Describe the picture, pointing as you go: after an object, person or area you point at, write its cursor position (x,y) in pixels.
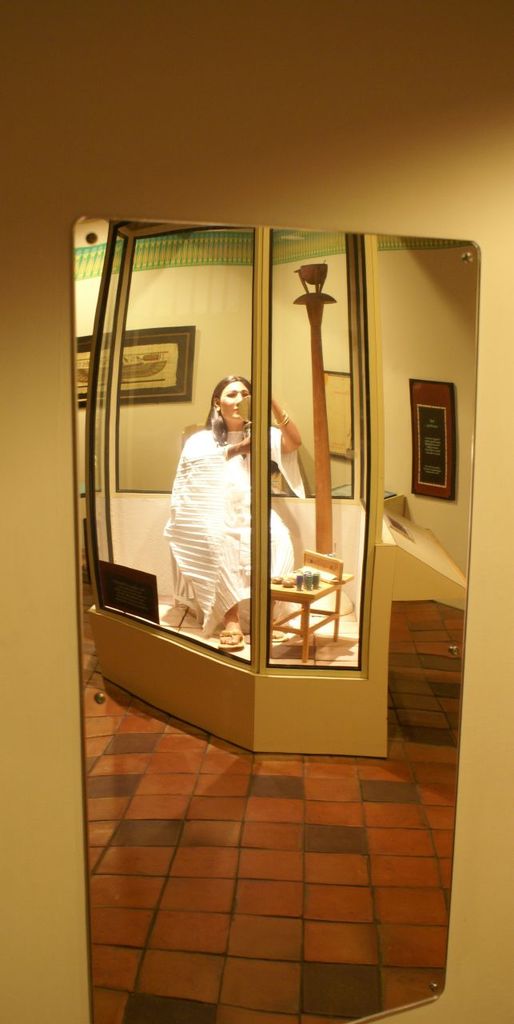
In this picture we can see a mirror (275,275), in the mirror reflection (267,504) we can see a woman (236,498) and few paintings (336,433).
